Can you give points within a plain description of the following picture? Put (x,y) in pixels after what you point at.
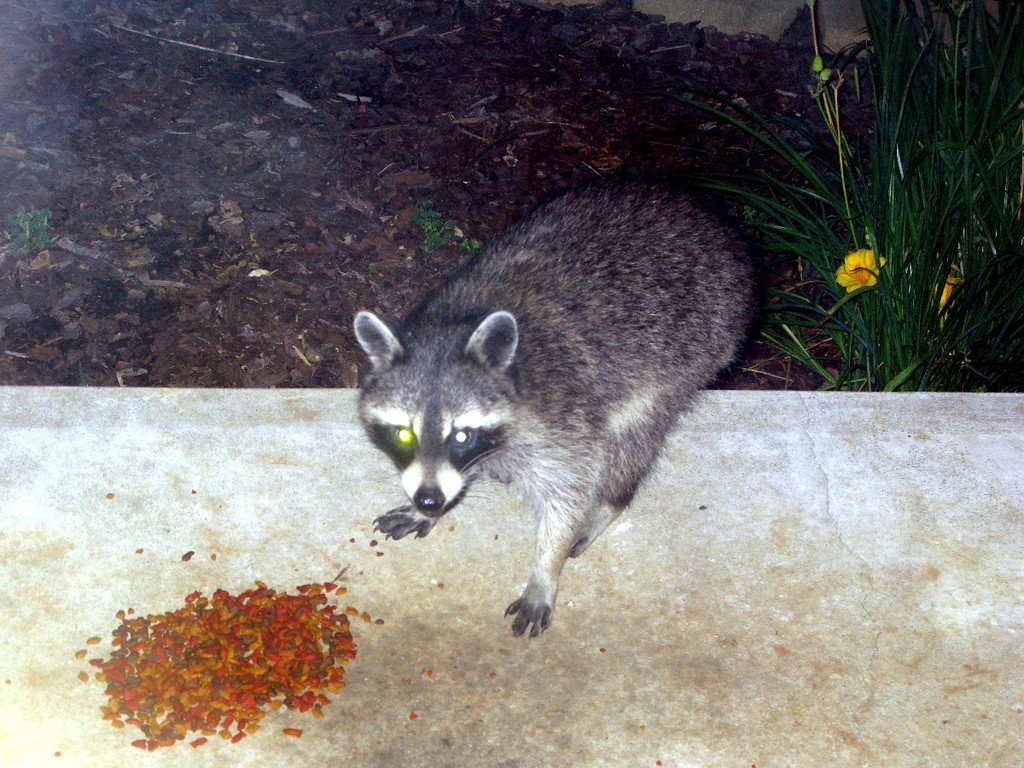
In this image there is a raccoon (541,306) on the ground (370,264). At the bottom (731,635) there is the floor (694,557). There is food (223,672) on the floor (50,603). To the right (921,250) there are plants (898,202) on the ground (180,163). There are dried leaves (289,165) and stones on the ground (348,253).
